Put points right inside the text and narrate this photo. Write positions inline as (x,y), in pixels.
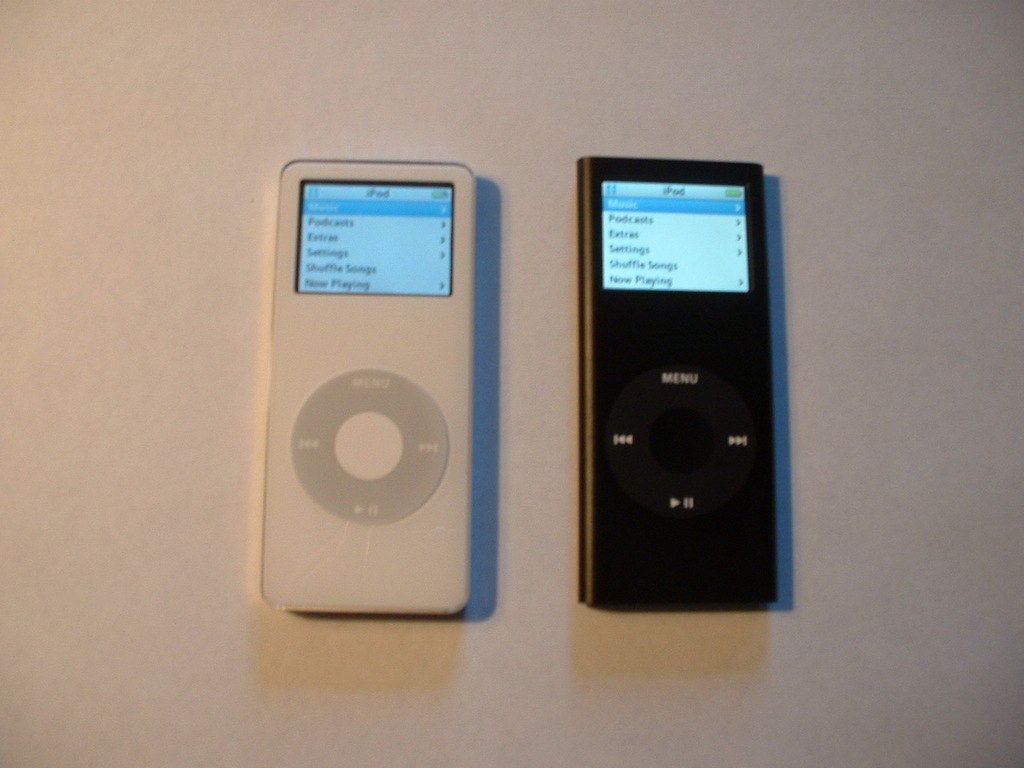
In this picture we can see two black and white color Ipod (634,507) placed on the white table (181,526).
